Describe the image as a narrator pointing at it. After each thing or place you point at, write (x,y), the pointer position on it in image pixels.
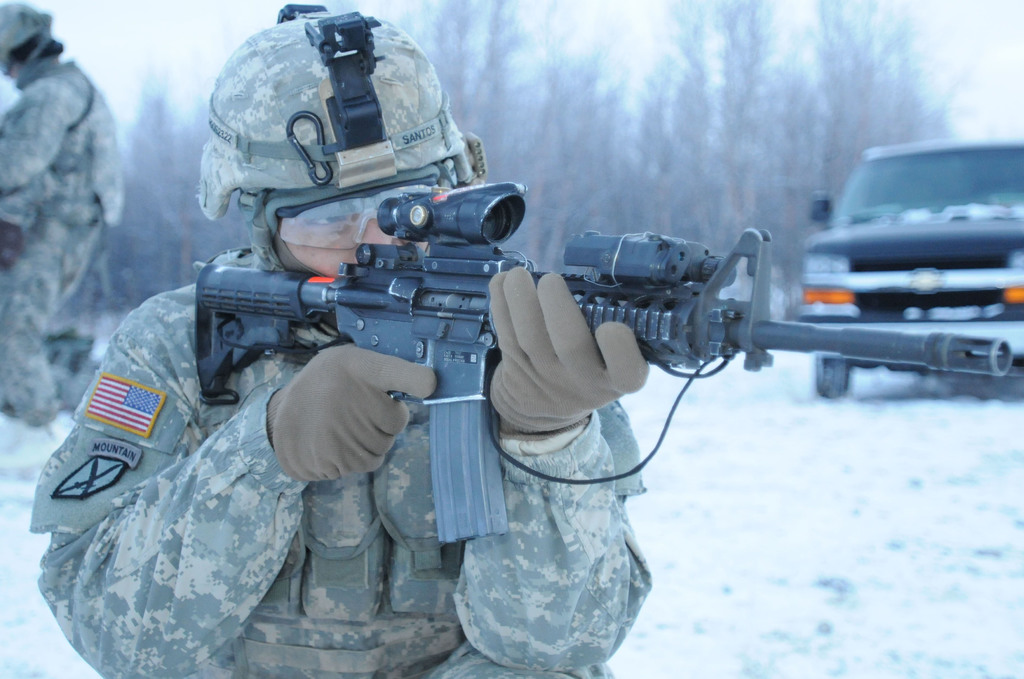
This picture is clicked outside the city. In the foreground (335,529) there is a person (271,527) wearing uniform (243,482), holding rifle (472,314). On the left corner (74,84) there is another person (56,212) wearing uniform (38,114) and seems to be standing on the ground (31,449). On the right corner (946,197) there is a car (855,285) parked on the ground (964,439) and the ground (811,461) is covered with a lot of snow (834,536). In the background (655,23) there is a sky (615,23) and the trees (653,130).
